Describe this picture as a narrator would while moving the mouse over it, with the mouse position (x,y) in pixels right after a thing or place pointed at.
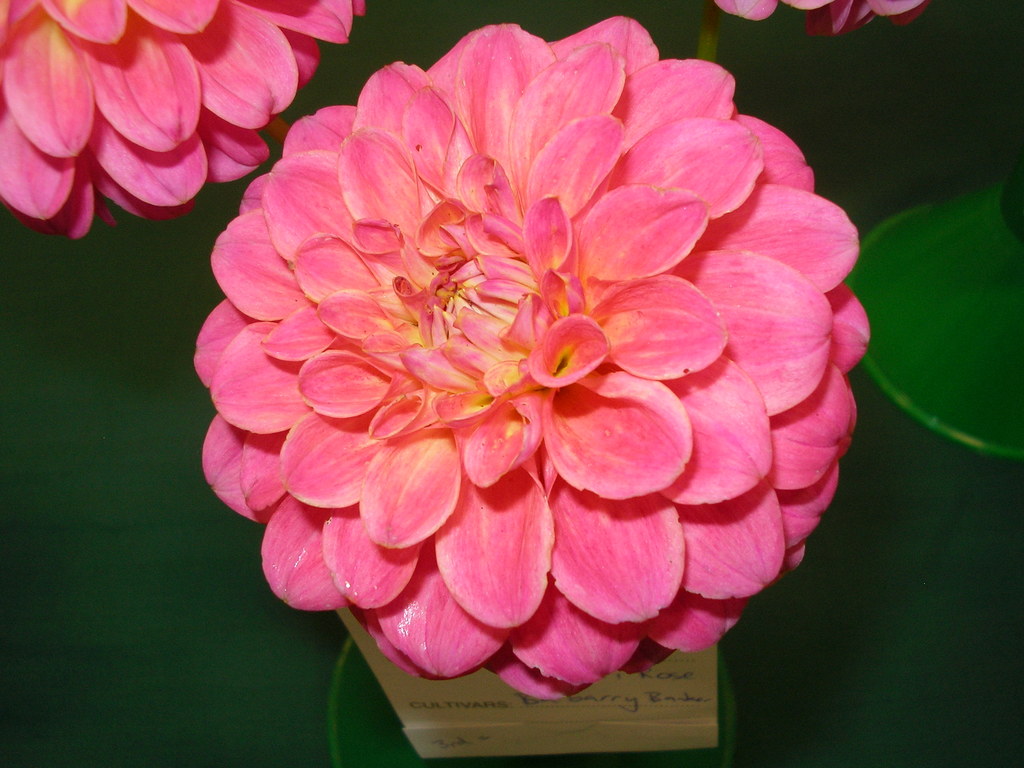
In this image the background (226,626) is dark. There are three beautiful flowers (577,248) which are pink in color. There are a few green vases (938,360). At the bottom of the image (435,693) there is a card (457,687) with a text (528,701) on it.
